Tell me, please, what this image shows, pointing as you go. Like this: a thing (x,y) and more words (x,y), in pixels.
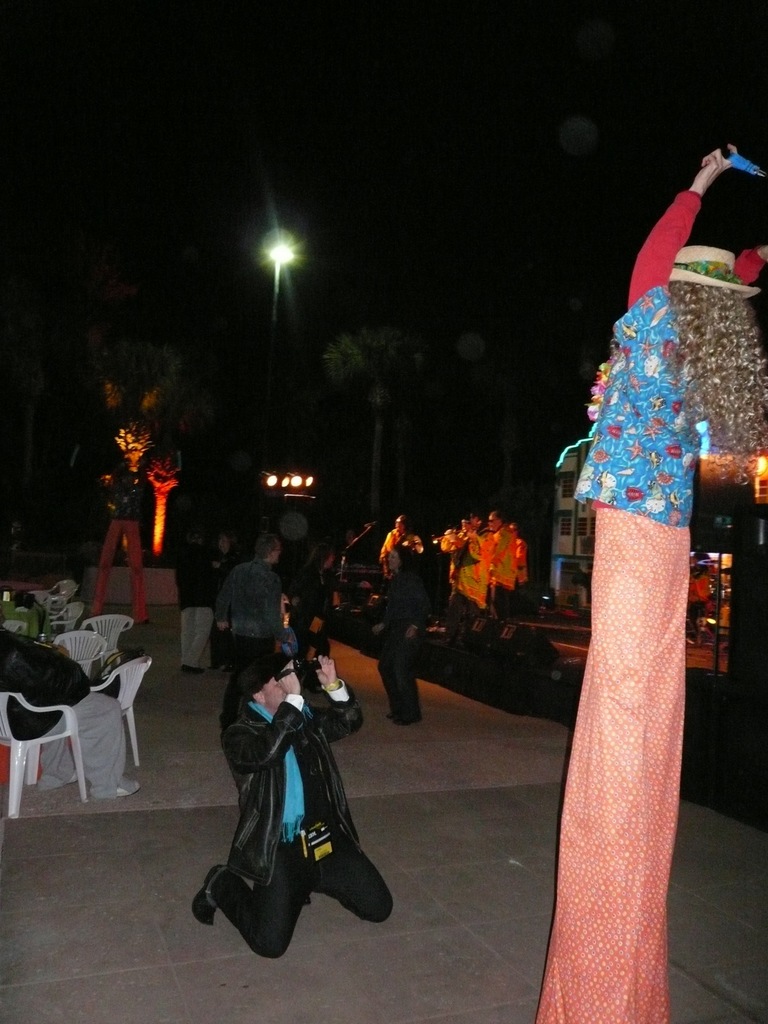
Here we can see a man (281,709) who is holding a camera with his hands (297,693). These are the chairs (113,635) and there are some persons (468,531) standing on the road (467,761). This is tree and there is a light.
